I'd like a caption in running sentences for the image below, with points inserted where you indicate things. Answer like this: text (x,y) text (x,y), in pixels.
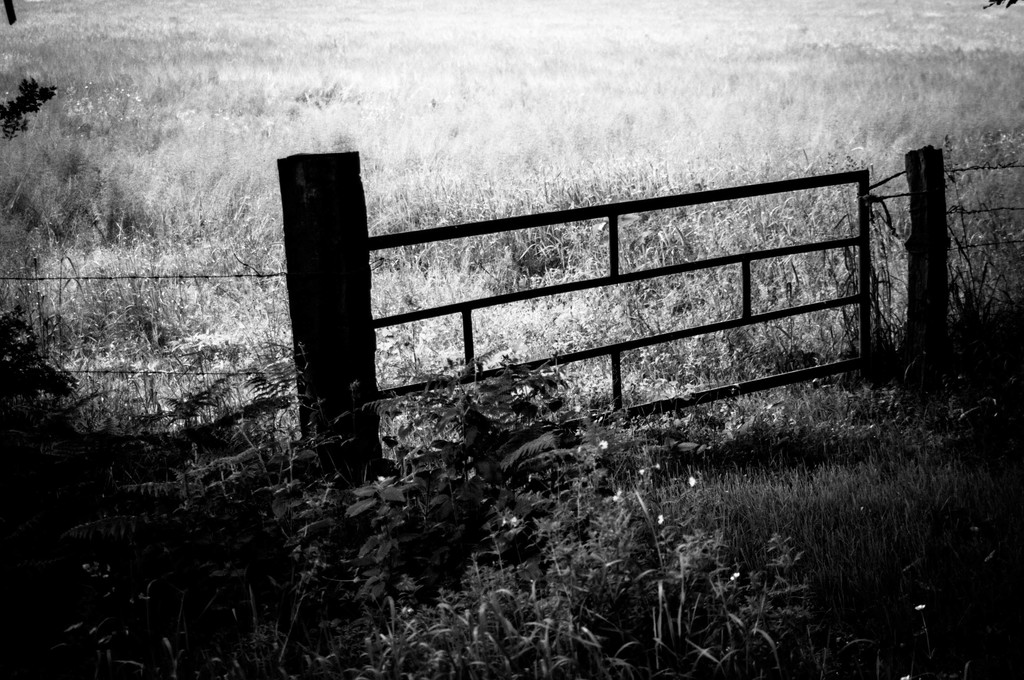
It is the black and white image in which we can see there is a fence (867,245) in the middle (611,245). At the bottom (442,571) there is grass (658,561).
